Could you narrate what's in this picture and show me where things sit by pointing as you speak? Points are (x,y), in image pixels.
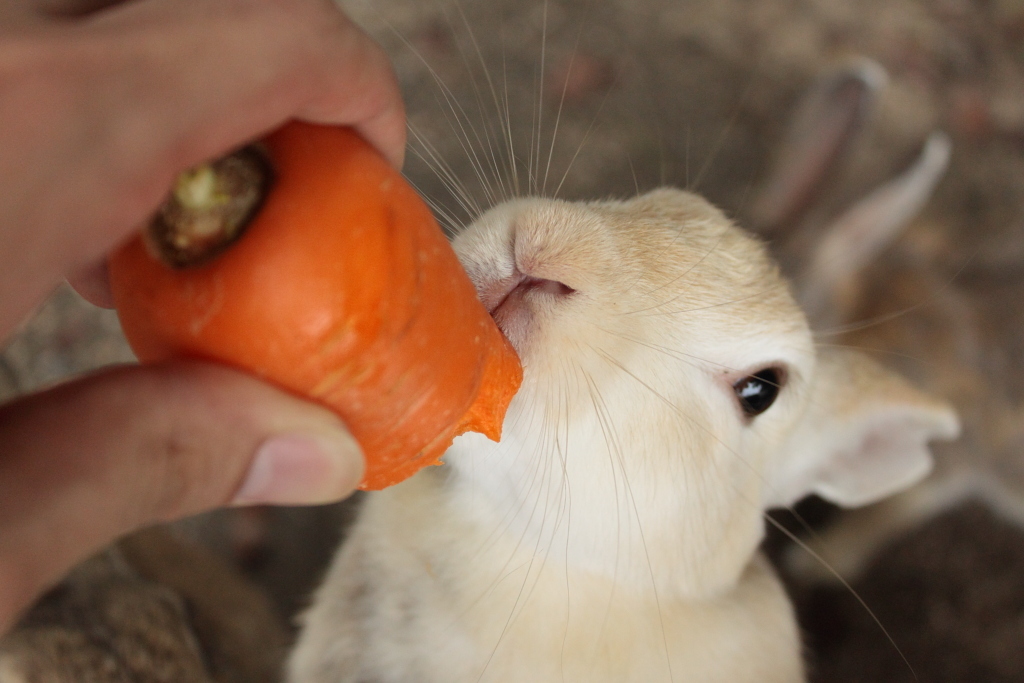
In this image I can see one person (100,200) is holding the carrot (292,329). To the side I can see the rabbit (642,520) which is in white and cream color. And there is a blurred background (857,119).
